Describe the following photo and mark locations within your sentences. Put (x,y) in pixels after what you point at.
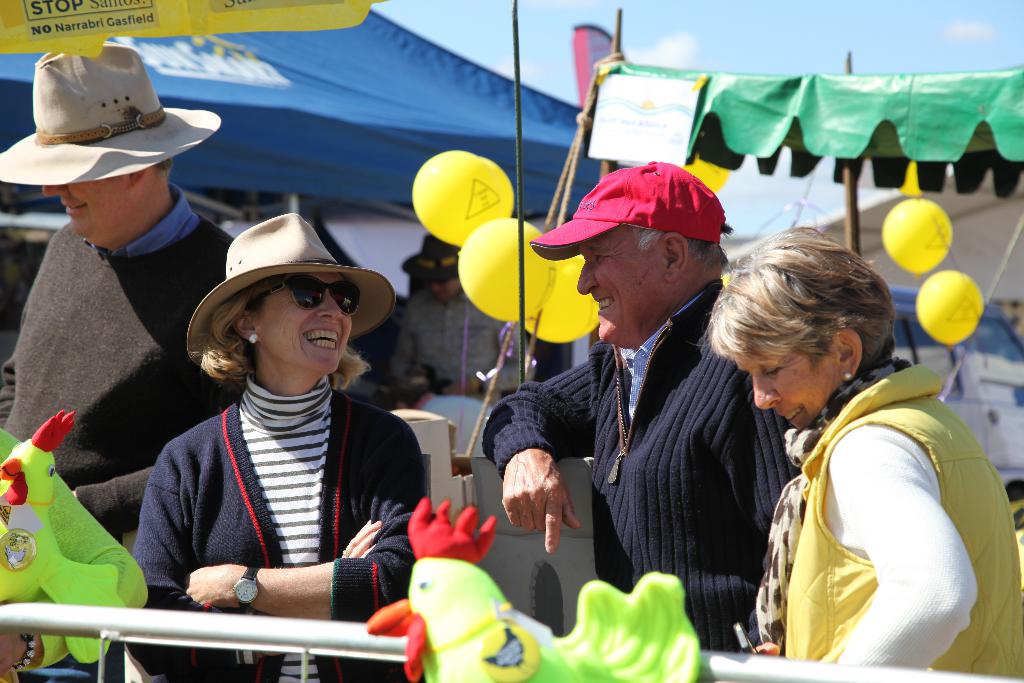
In the picture there are four people (330,464) in the front (279,499), it looks like some event is going on, there are two toys (68,573) in front of them and behind them there are tents (197,90), balloons (467,256) and some other people (435,389).
